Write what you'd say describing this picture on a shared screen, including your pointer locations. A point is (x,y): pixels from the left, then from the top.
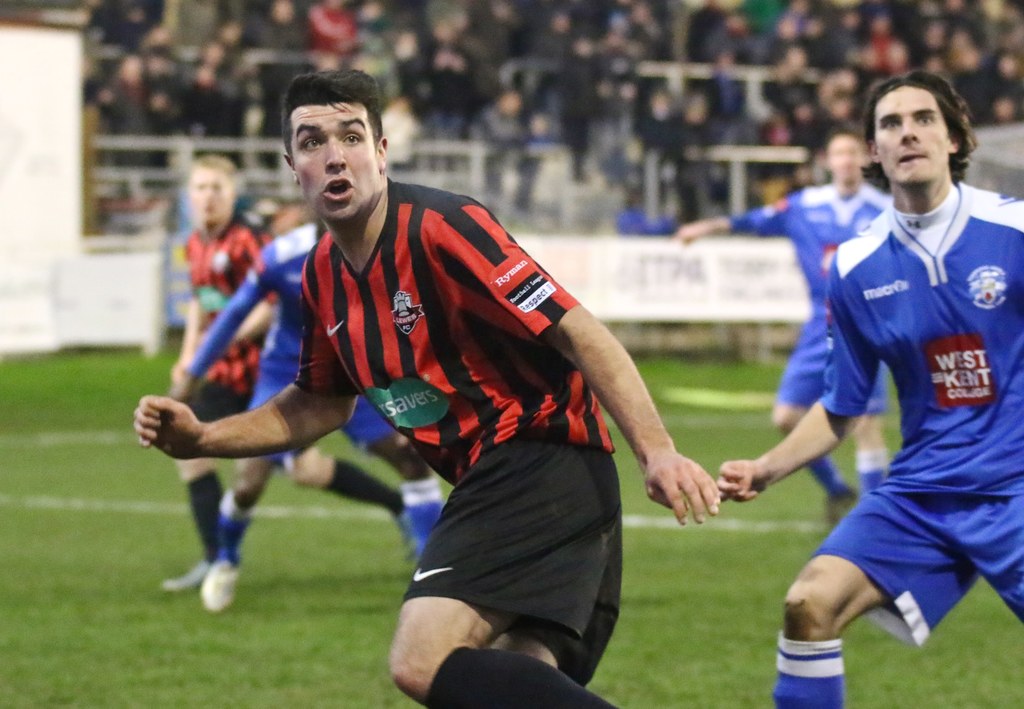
There are few persons (874,321) wearing blue and red dress (504,293) are running on a greenery ground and there are few audience (460,52) in the background (583,36).
